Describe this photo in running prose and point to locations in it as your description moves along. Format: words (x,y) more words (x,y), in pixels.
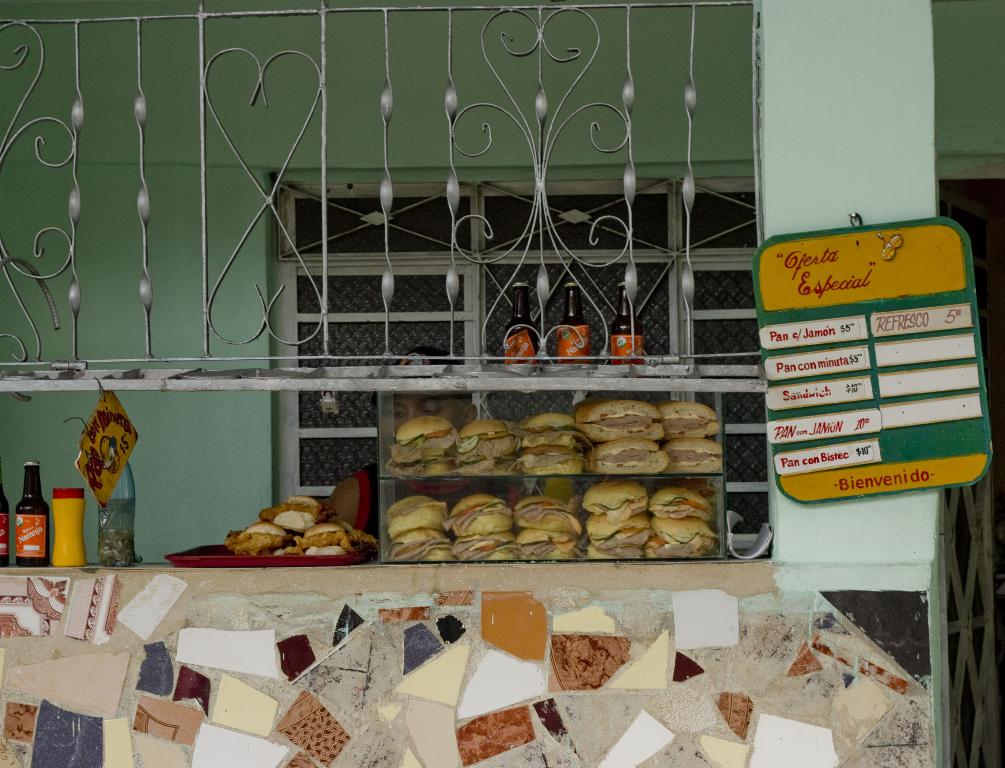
In this image in the center (470,454) there are some burgers (485,446), tray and in the tray (285,547) there are some burgers (254,541), bottles (29,504) and some boards (884,368). On the boards (884,368) there is text (831,368) and there are some grills (204,255), in the background (219,164) there is a wall (178,75) and window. At the bottom (331,634) there is wall (560,615), on the right side (894,504) there is a pillar (834,572).
